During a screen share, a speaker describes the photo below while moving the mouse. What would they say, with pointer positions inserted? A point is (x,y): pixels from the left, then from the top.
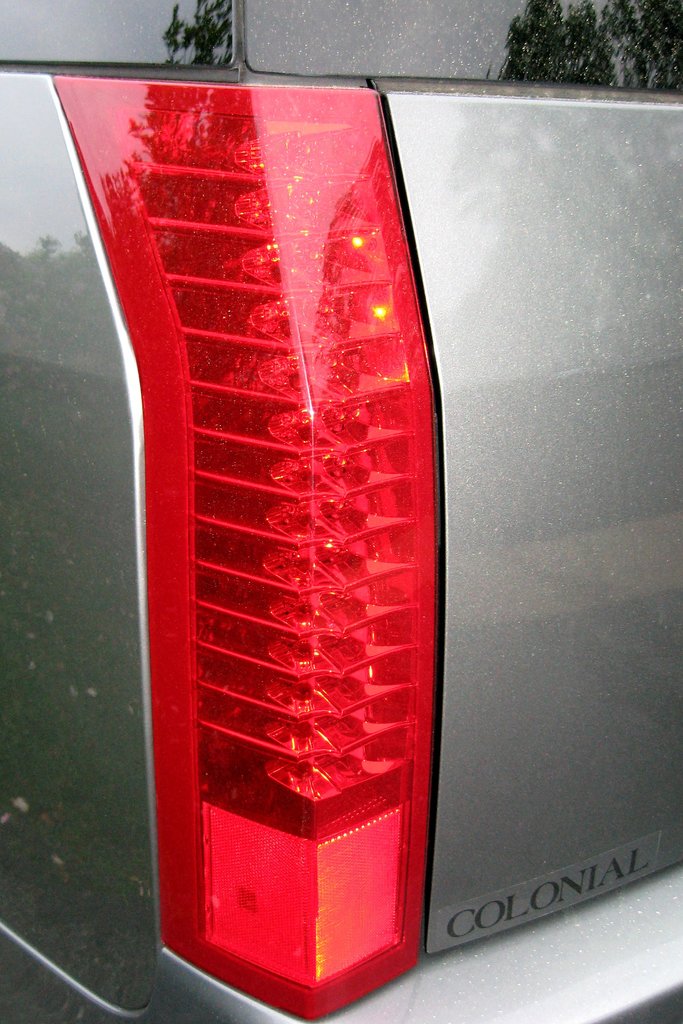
The picture consists of a tail light (268,394) of a vehicle (306,523).
